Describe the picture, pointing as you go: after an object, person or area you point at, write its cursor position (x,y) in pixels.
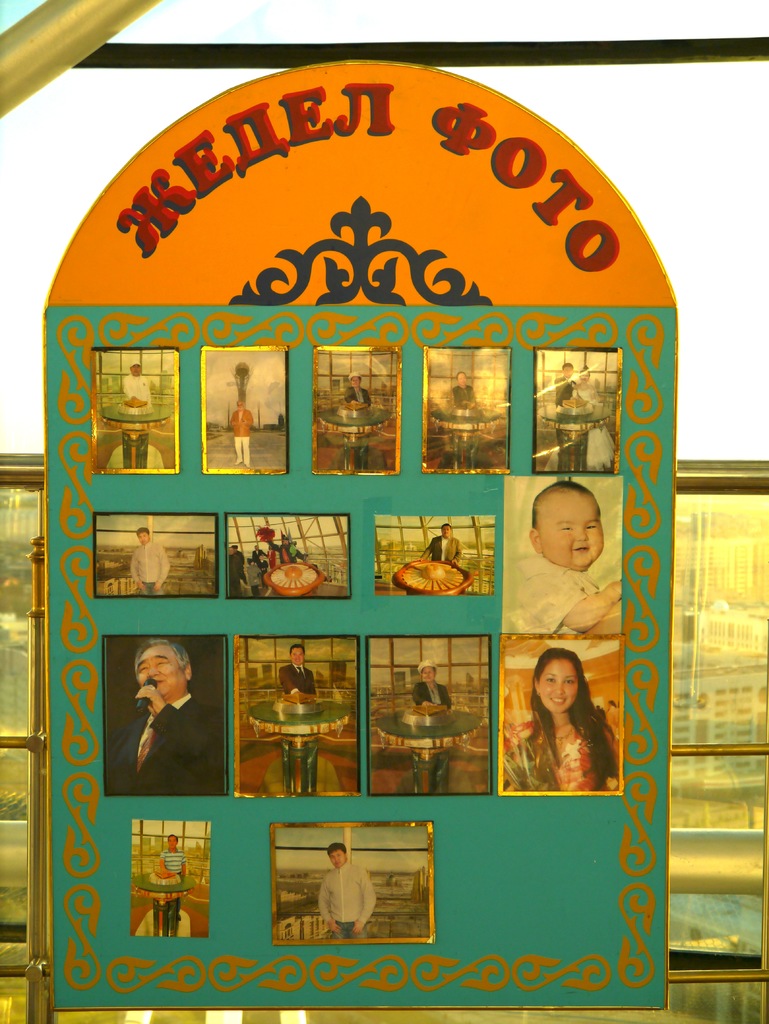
Here we can see board (499,616), on this board (478,621) we can see persons (558,624).
